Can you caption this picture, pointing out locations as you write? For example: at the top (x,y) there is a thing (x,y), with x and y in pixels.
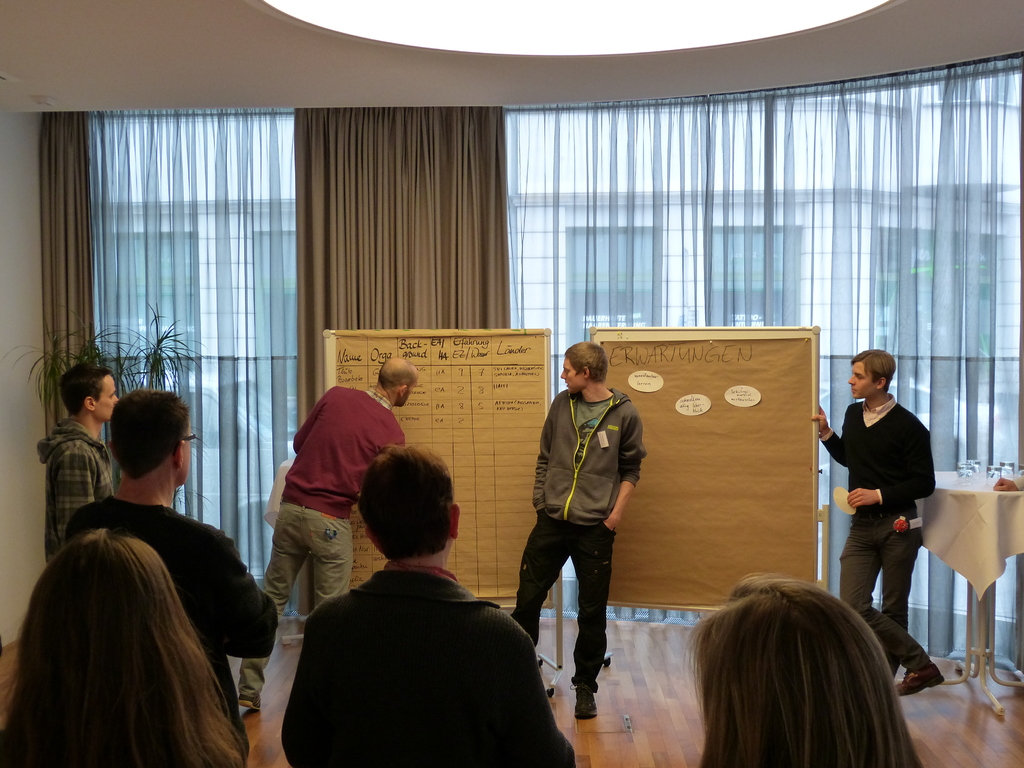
As we can see in the image there is a wall (27,225), curtains (520,185), few people (186,695) standing here and there. There is a board (440,391) and a table (946,491). On table (964,480) there are glasses (960,479).
